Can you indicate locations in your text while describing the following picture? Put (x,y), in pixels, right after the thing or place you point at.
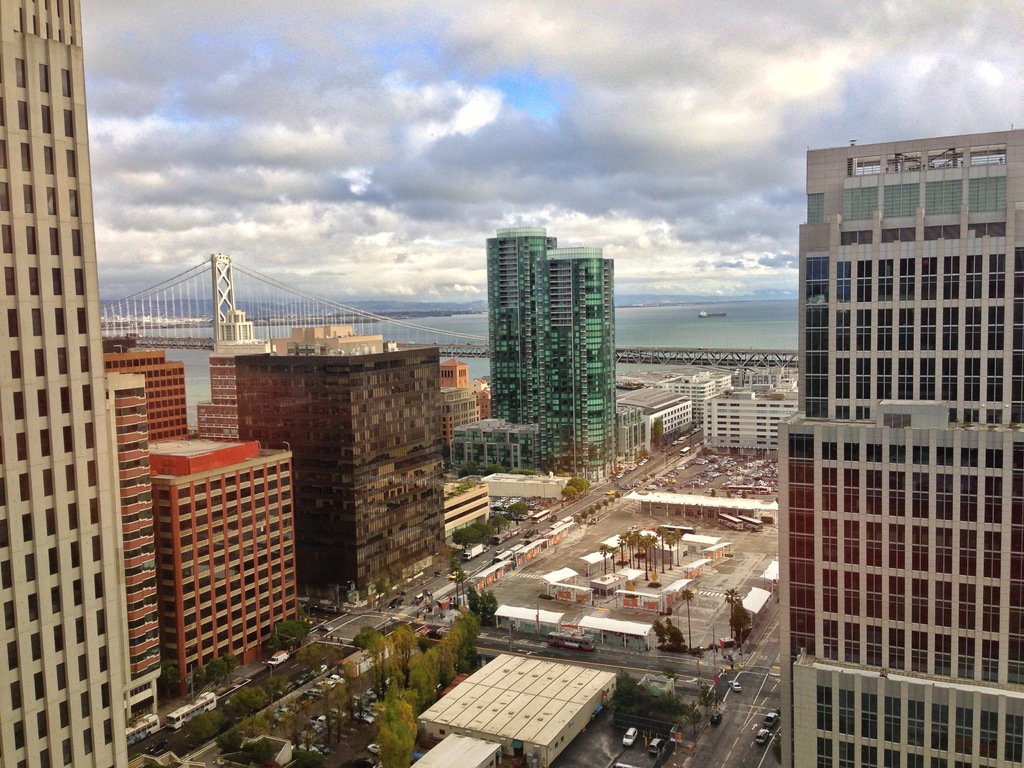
In this image we can see buildings (339,490), trees (338,708), poles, vehicles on the road (542,587) and objects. In the background (221,264) we can see bridge (280,302), buildings (511,311), water (789,324), mountains (460,308) and clouds (306,44) in the sky (306,44).
